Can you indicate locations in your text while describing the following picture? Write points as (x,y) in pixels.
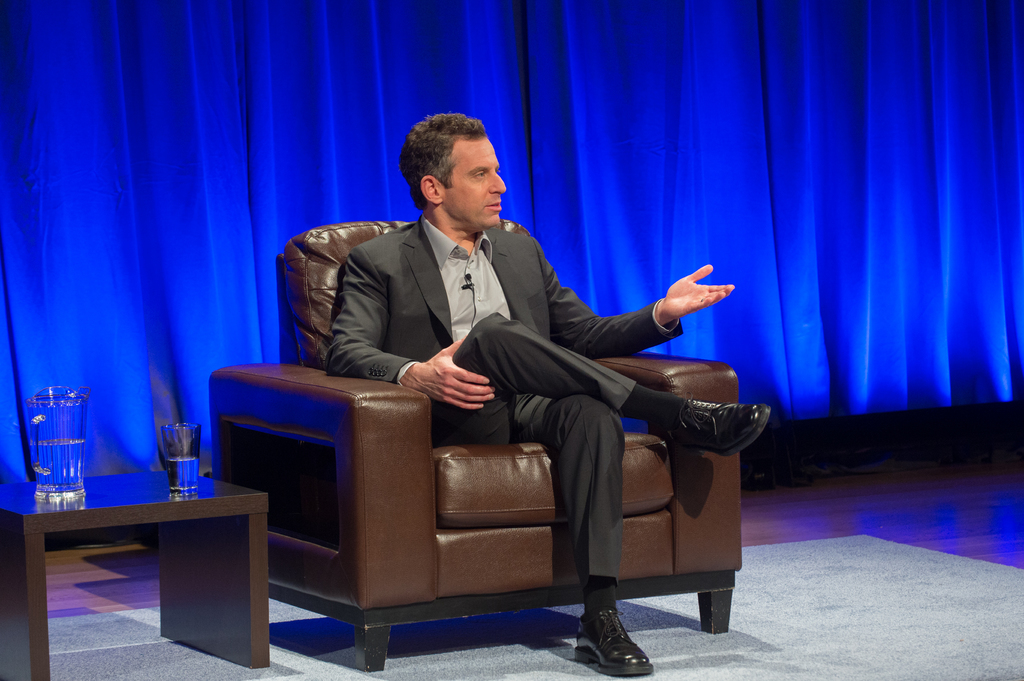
This man (412,341) wore suit (535,315) and sitting on a brown couch (353,438). On this wooden table (123,505) there is a jar (55,470) with water (58,479) and glass (173,442) of water (174,458). Background (292,119) there is a blue curtain (327,147). A floor (936,530) with carpet (891,582).
